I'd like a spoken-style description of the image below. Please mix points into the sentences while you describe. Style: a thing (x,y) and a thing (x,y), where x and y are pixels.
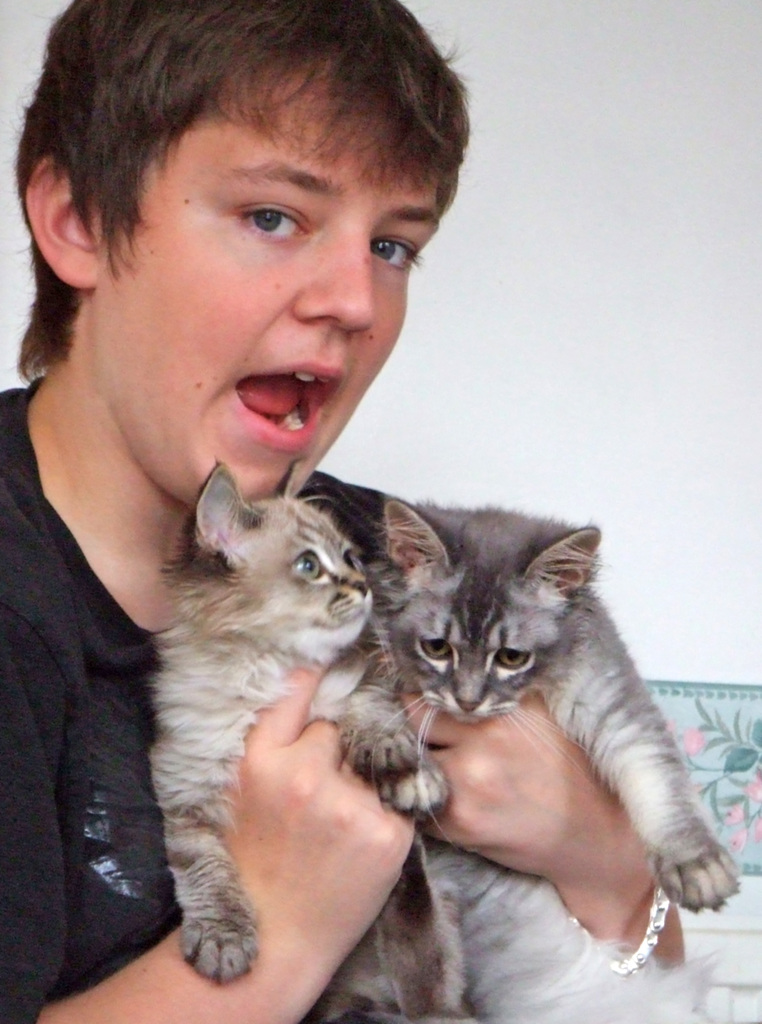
In this image I can see a person (93,469) wearing black color dress (62,666) is holding two cats (221,701) which are black, cream and brown in color. In the background (756,315) I can see the white colored wall (635,208).
